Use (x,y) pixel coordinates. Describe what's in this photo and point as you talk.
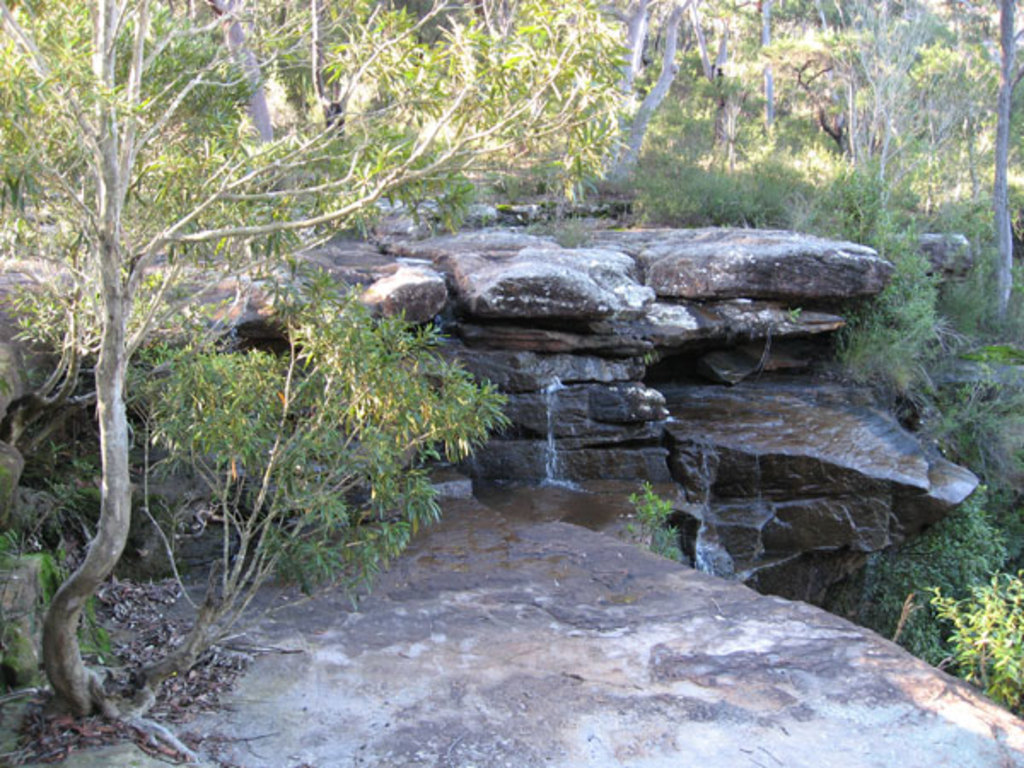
In this image there is a waterfall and trees (478,82).
